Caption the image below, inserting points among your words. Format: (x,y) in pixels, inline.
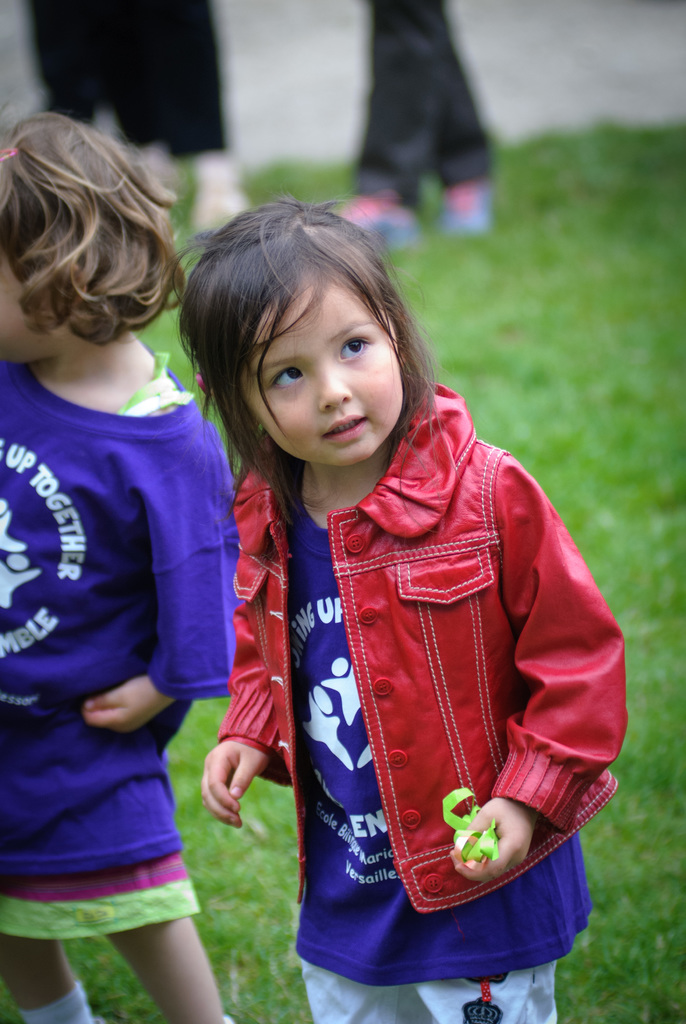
In this picture there are two kids (302,686) standing on a greenery ground (268,837) and there are legs (416,114) of two other persons (404,113) standing in the background (416,114).
